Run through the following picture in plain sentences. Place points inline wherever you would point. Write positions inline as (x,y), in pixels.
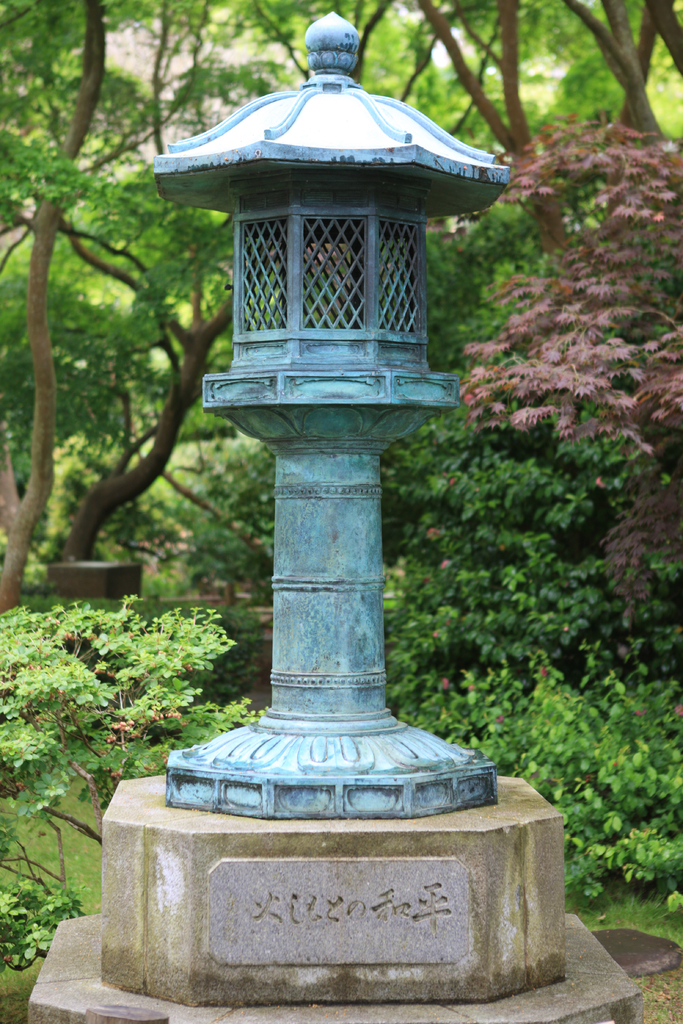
In this picture there is an object (403,169) on the pedestal (265,909) and there is text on the pedestal (411,915). At the back (415,6) there are trees (662,397) and there might be a wall (133,571). At the bottom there is grass (678,971).
